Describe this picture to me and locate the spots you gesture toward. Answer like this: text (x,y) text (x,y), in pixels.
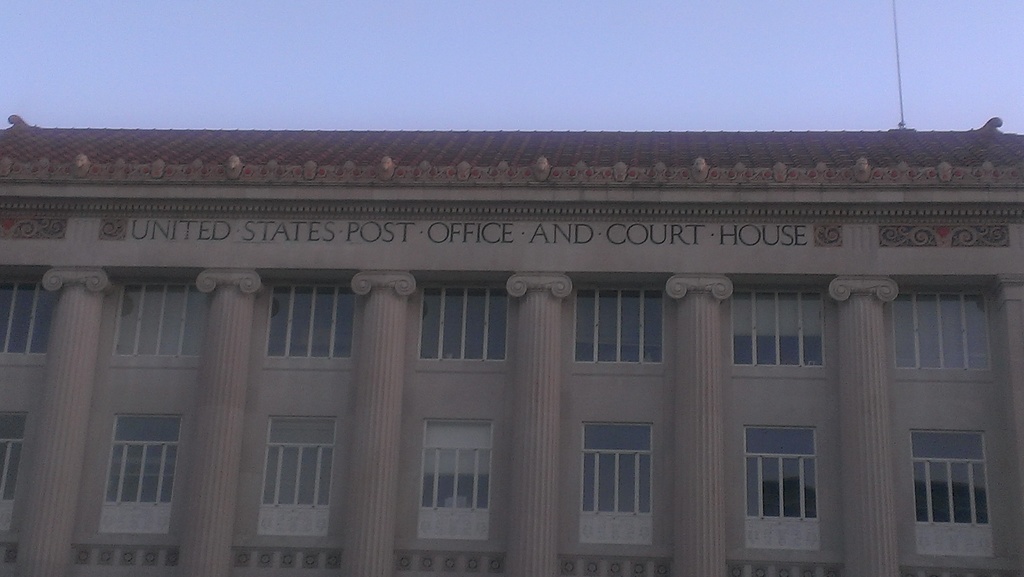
In the image there is a building (71,360) with pillars (204,406), glass windows (310,345) and roof (873,171). On the building (148,219) there is a name (404,238) with United States post office and court house. And to the top of the image (274,48) there is a sky (635,95).
